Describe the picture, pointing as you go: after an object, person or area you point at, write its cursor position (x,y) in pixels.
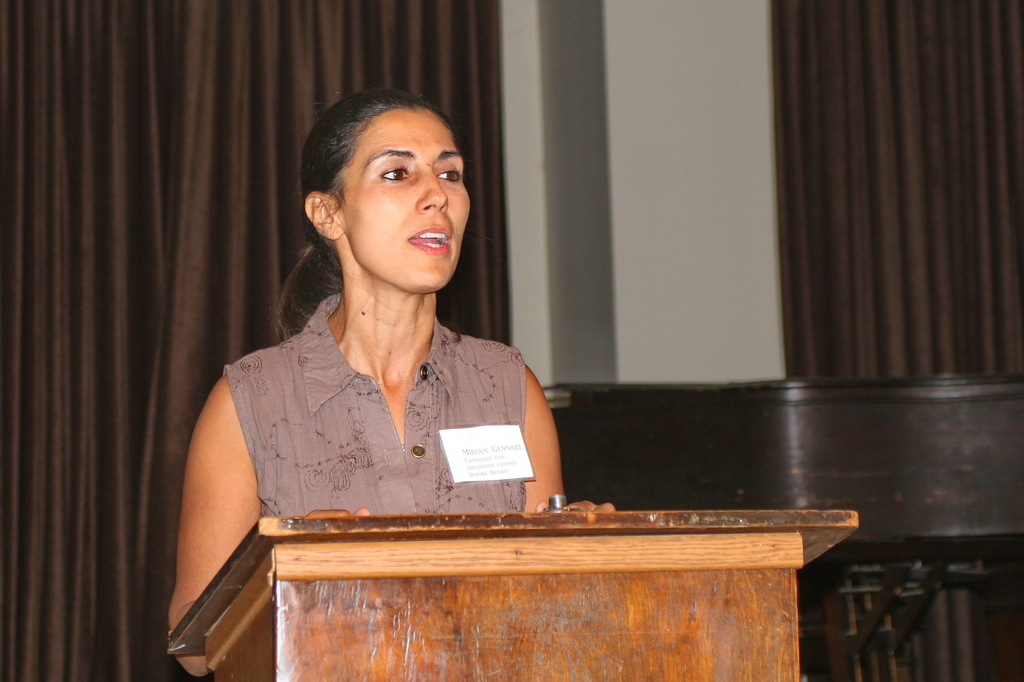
Here we can see a woman (519,467) and there is a podium (676,641). In the background (154,397) we can see curtains (183,390) and a wall (672,270).
